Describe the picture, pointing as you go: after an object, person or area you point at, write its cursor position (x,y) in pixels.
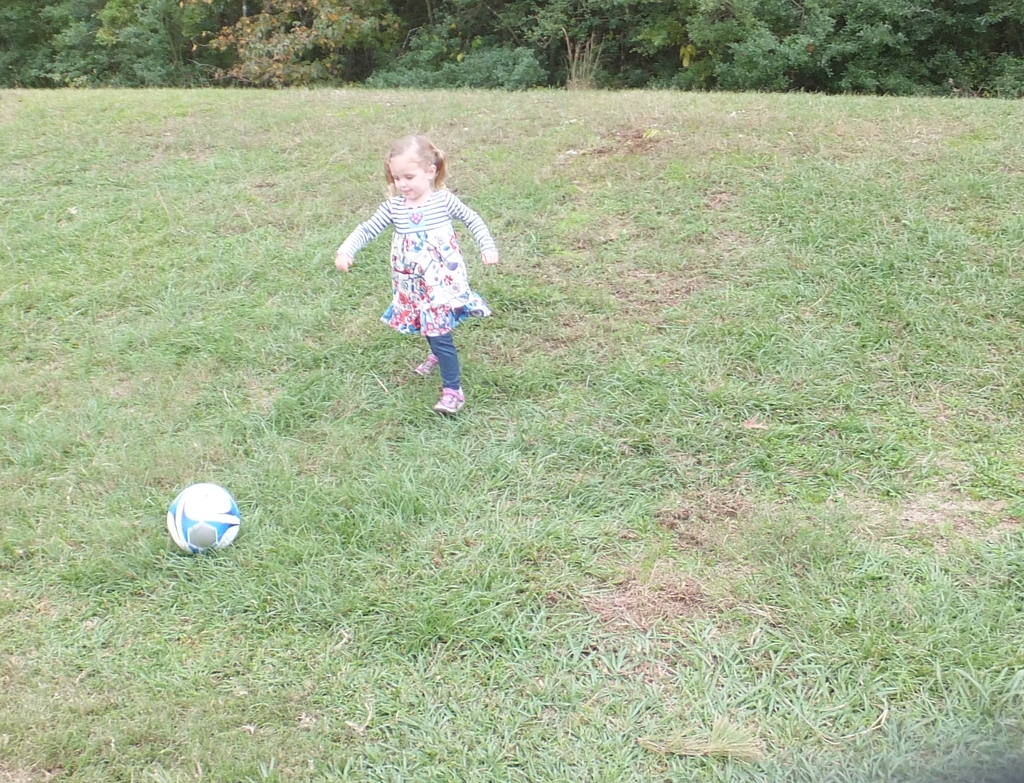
This is an outside view. Here I can see the grass (755,578) on the ground (645,465). In the middle of the image (430,297) there is a girl (424,315) running towards the ball (204,519) which is placed on the ground (202,587). In the background (351,36) there are trees (349,57).
